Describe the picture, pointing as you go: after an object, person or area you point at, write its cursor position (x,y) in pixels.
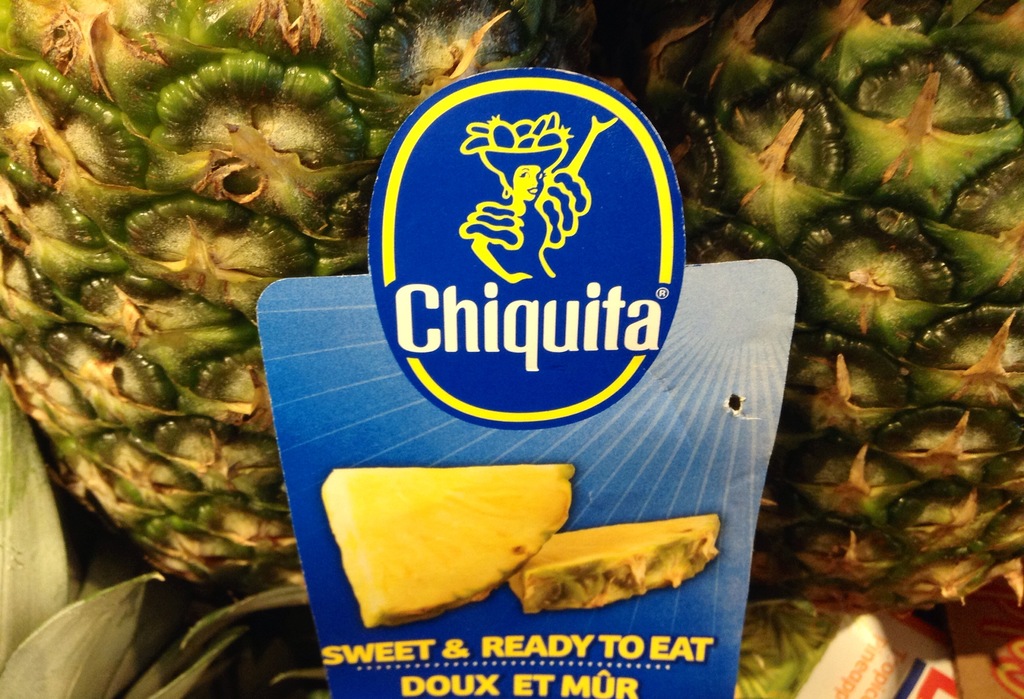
In this image, we can see a pineapples (968,381). Here there is a tag (437,510). At the bottom (107,656), we can see leaves (114,635), some objects (999,666).
